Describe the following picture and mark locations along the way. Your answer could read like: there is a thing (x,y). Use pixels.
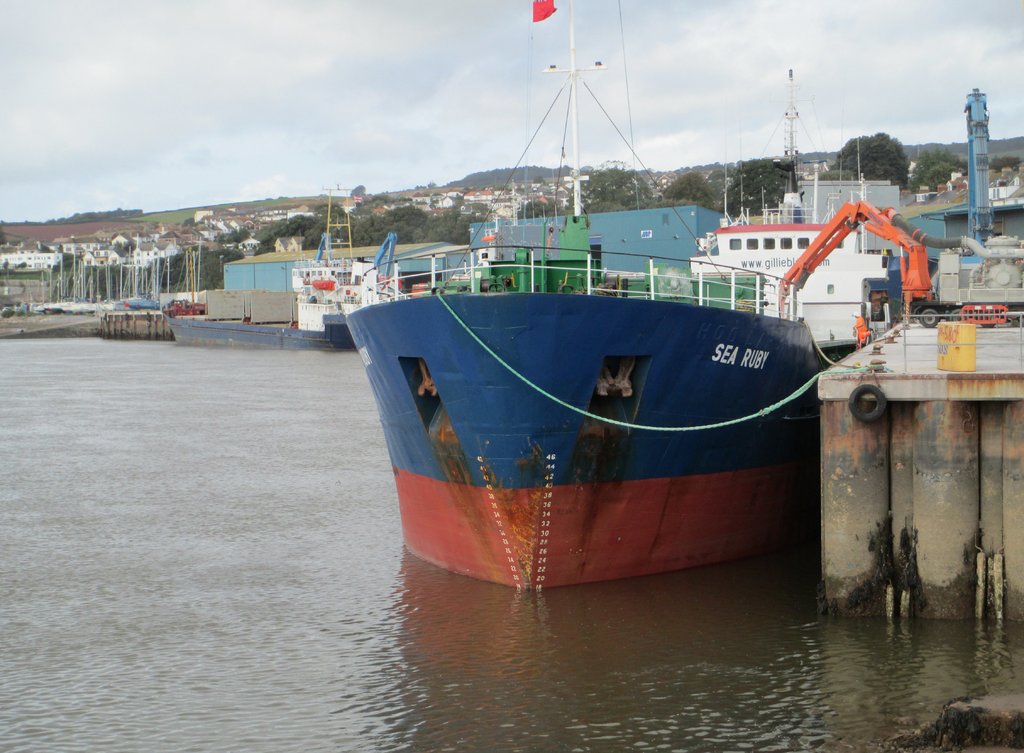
It is a ship (804,430) which is in blue color, in the long back side there are trees (413,223). At the top (312,73) it's a sky (234,64).
